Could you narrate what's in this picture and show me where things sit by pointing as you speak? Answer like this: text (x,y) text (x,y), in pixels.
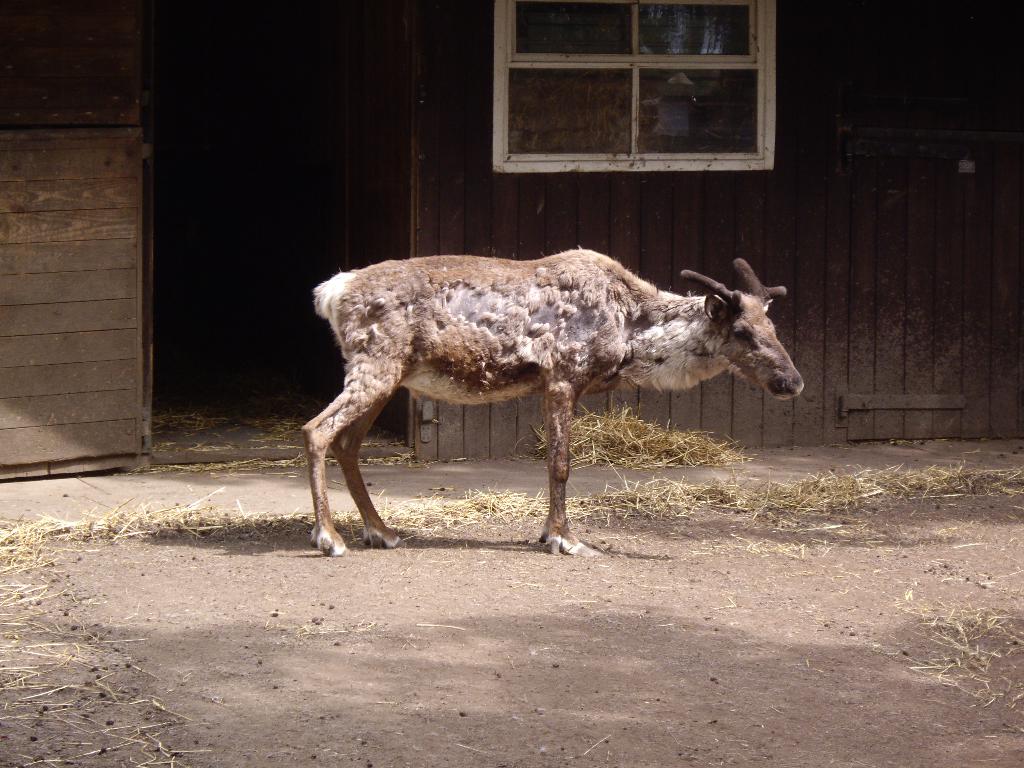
In this image we can see an animal (724,291) on the ground (595,604). Here we can see the grass (707,481), on the wooden house (708,198) in the background (440,57).
